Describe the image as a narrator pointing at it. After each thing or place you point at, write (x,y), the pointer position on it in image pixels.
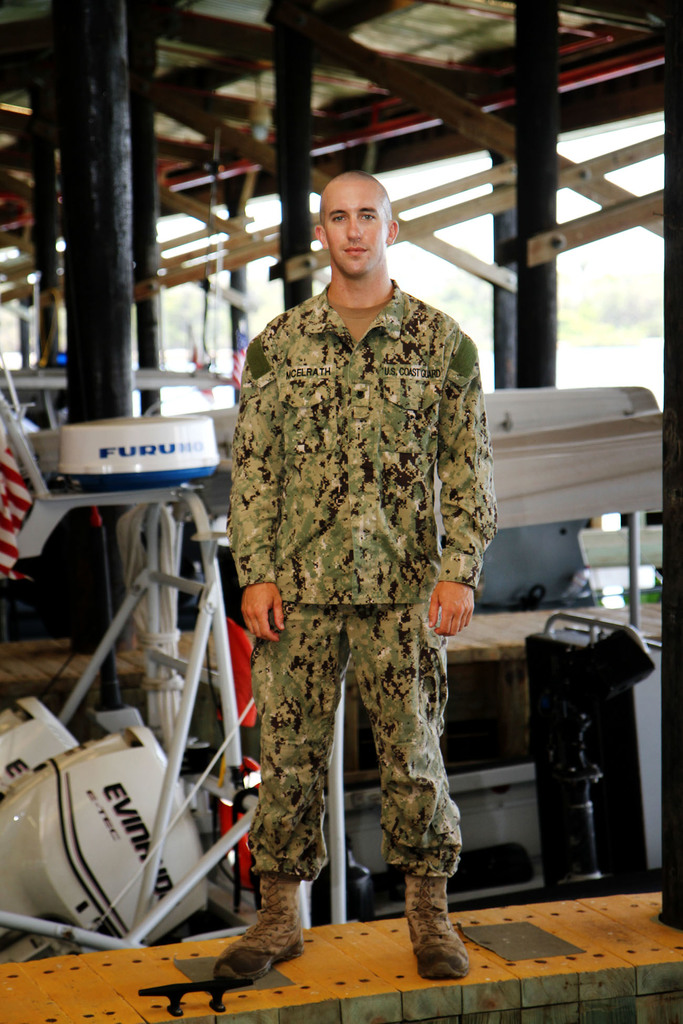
In this image, we can see a man (257,575) standing, in the background (296,6), we can see a shed (111,164).
